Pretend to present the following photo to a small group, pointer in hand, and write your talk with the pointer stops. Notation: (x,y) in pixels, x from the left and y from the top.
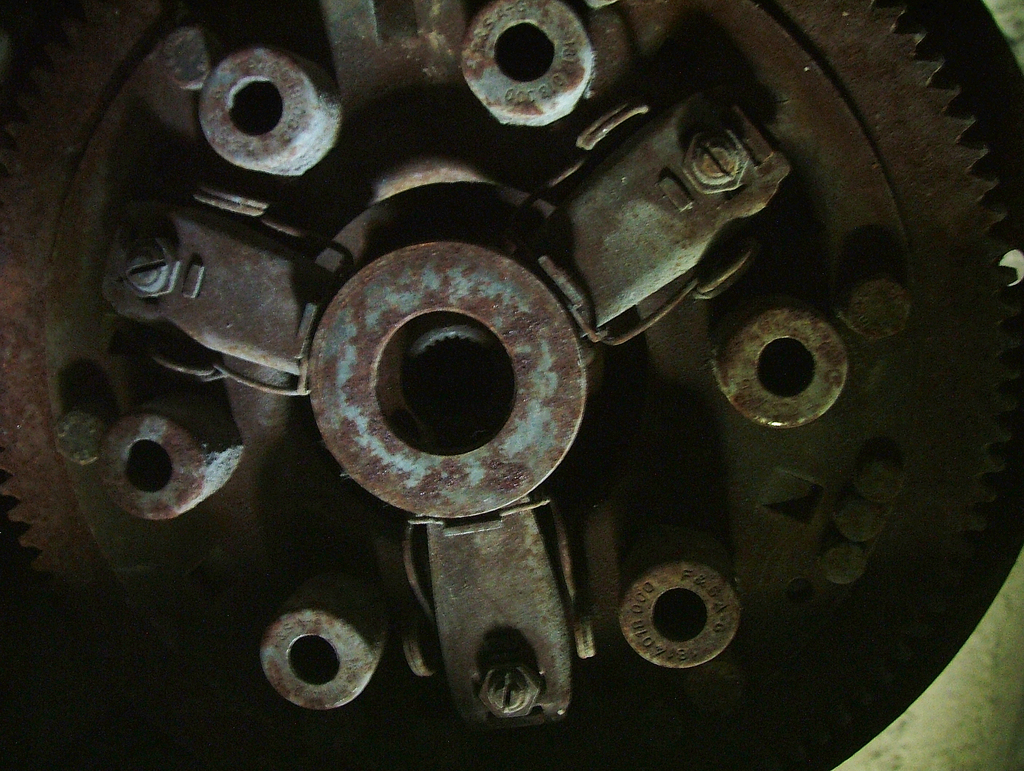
In this picture I can see a metal spike wheel (573,403).
